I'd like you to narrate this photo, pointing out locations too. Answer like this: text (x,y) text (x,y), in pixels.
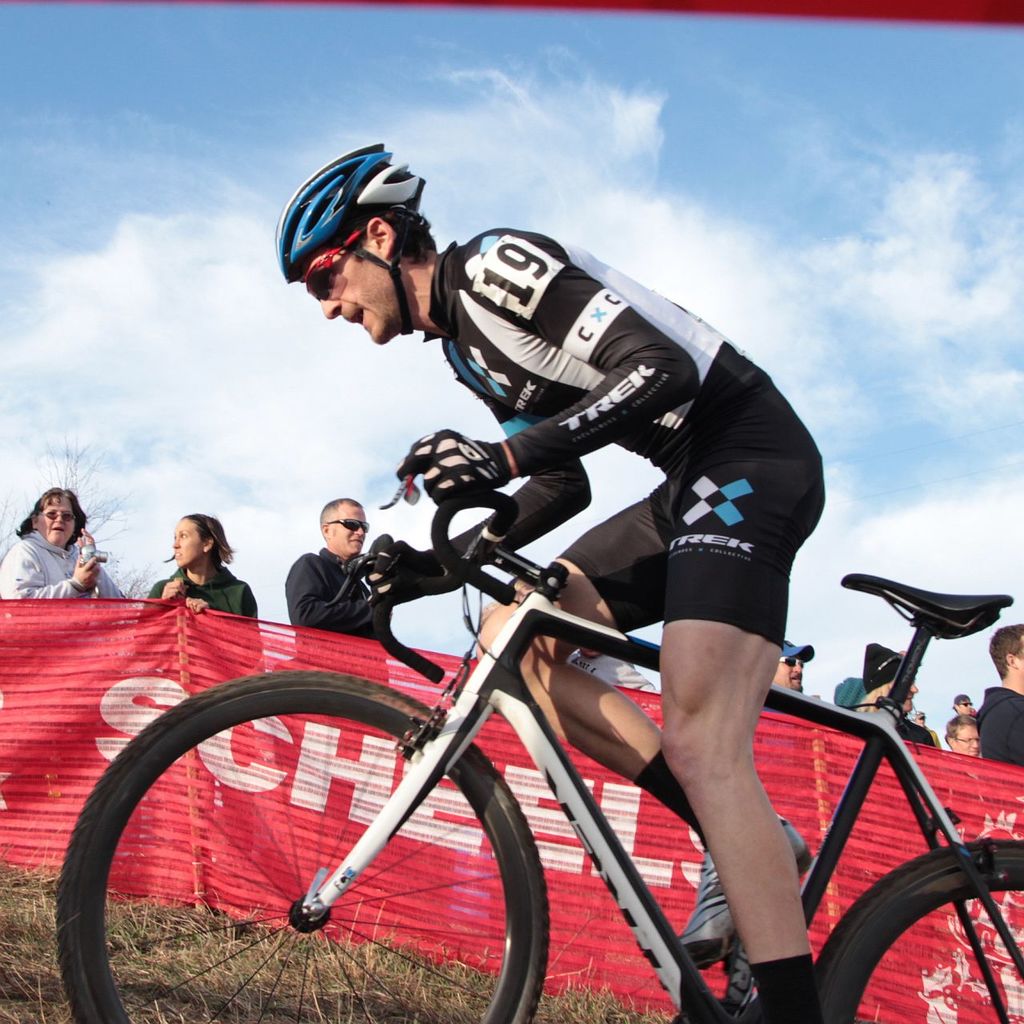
In this image there is a man (760,856) cycling, in the background (149,682) there is a banner (375,654), on that banner (835,736) there is some text (377,758), behind the banner (192,632) there are people (784,664) standing and there is the sky (572,50).
